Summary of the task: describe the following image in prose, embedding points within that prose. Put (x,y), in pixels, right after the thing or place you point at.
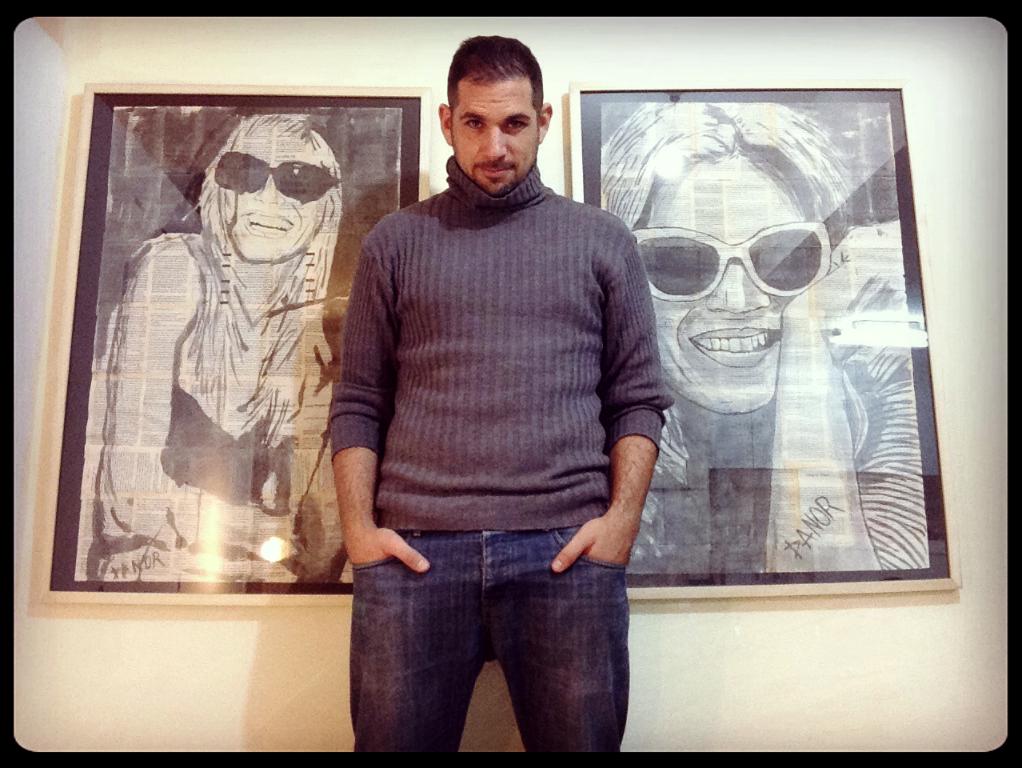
In this picture there is a man (434,487) wearing sweater (522,372), standing in the front (520,385) and giving a pose to the camera. Behind we can see two photo frame (790,225) hanging on the wall (861,46).
